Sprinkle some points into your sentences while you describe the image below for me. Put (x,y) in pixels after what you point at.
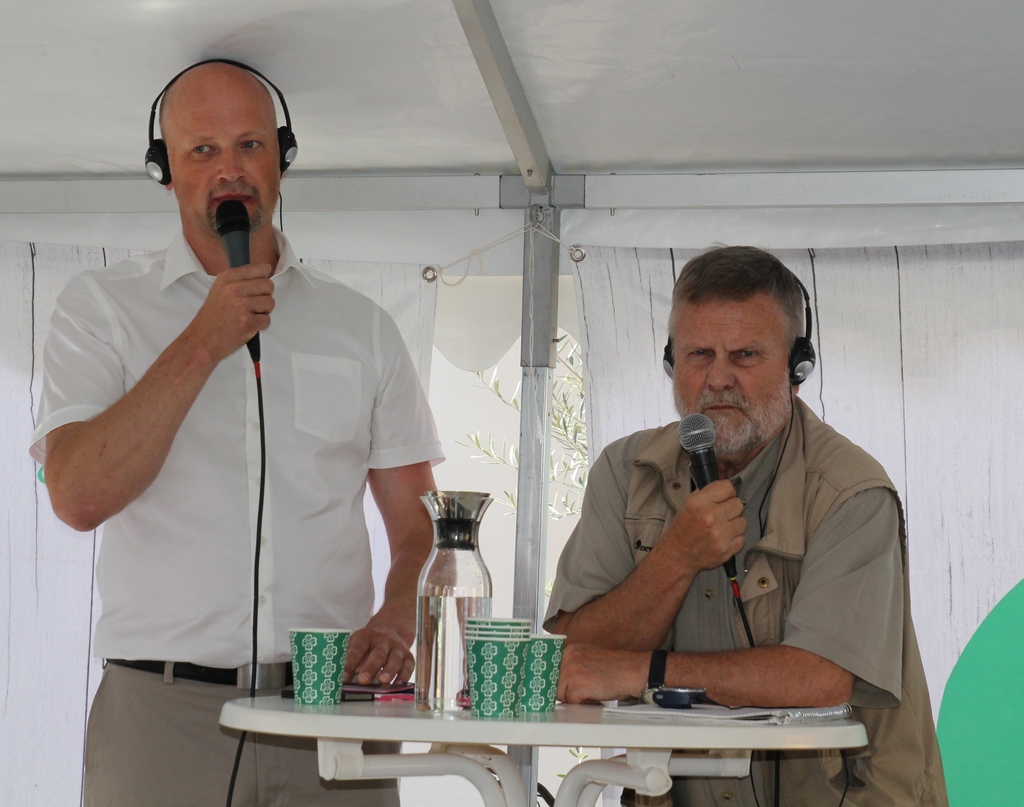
In this picture there are two men (153,622) those who are standing at the center of the image (425,437) and there is a table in front of them, on which there is a bottle (445,624) and glasses (309,677), they both are holding the mics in their hands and wearing the headphones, and there is a white color background (564,160) around the area of the image.
